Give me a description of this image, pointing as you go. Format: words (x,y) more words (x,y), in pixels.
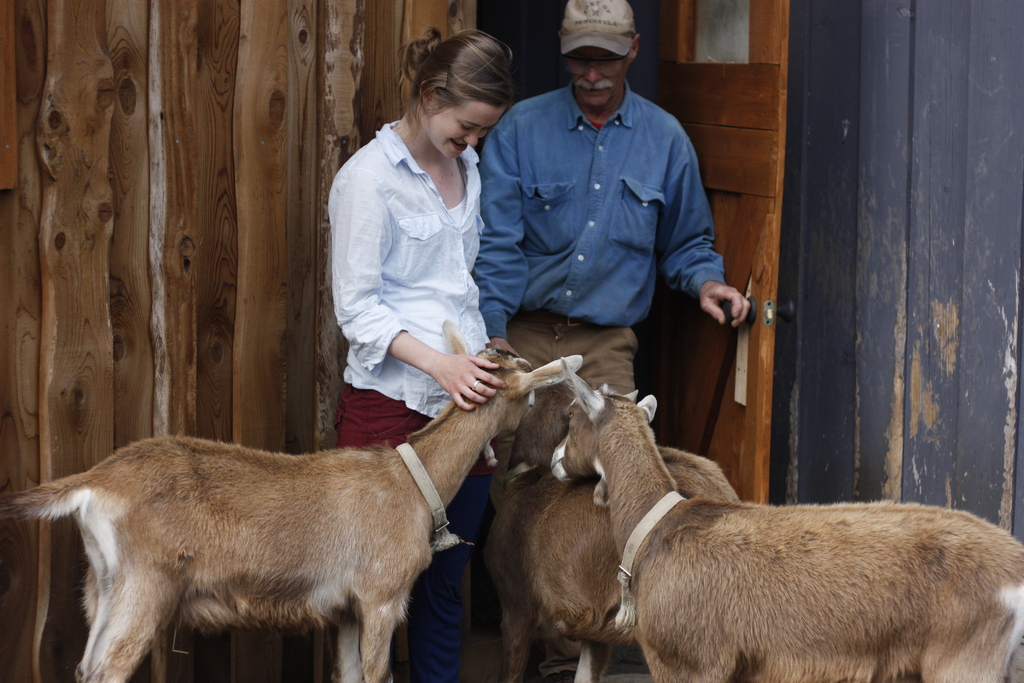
In this picture we can see a man (636,187) and a woman (466,162) standing and smiling, animals (705,496), caps (601,21), door (765,243) and walls (956,145).
